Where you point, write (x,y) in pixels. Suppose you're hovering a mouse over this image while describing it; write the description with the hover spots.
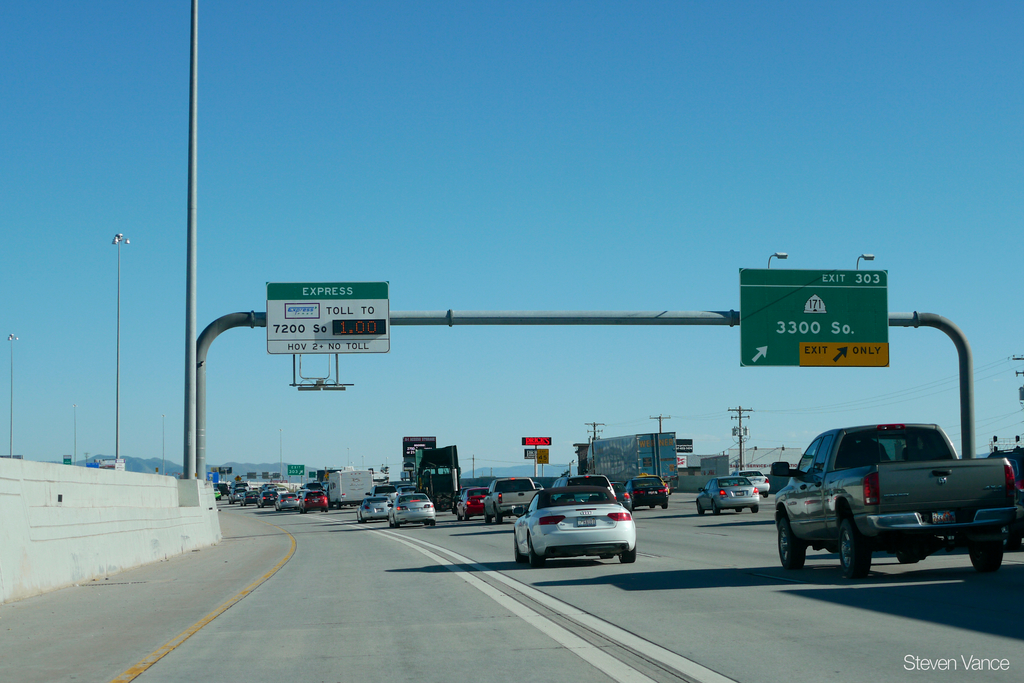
In the picture we can see a road (906,580) with some cars (554,544) running on it and beside the road (902,575) we can see a white color wall (117,496) with some poles (187,354) and some boards (312,334) with some text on it and in the background (784,407) we can see a sky (460,286) which is blue in color.
